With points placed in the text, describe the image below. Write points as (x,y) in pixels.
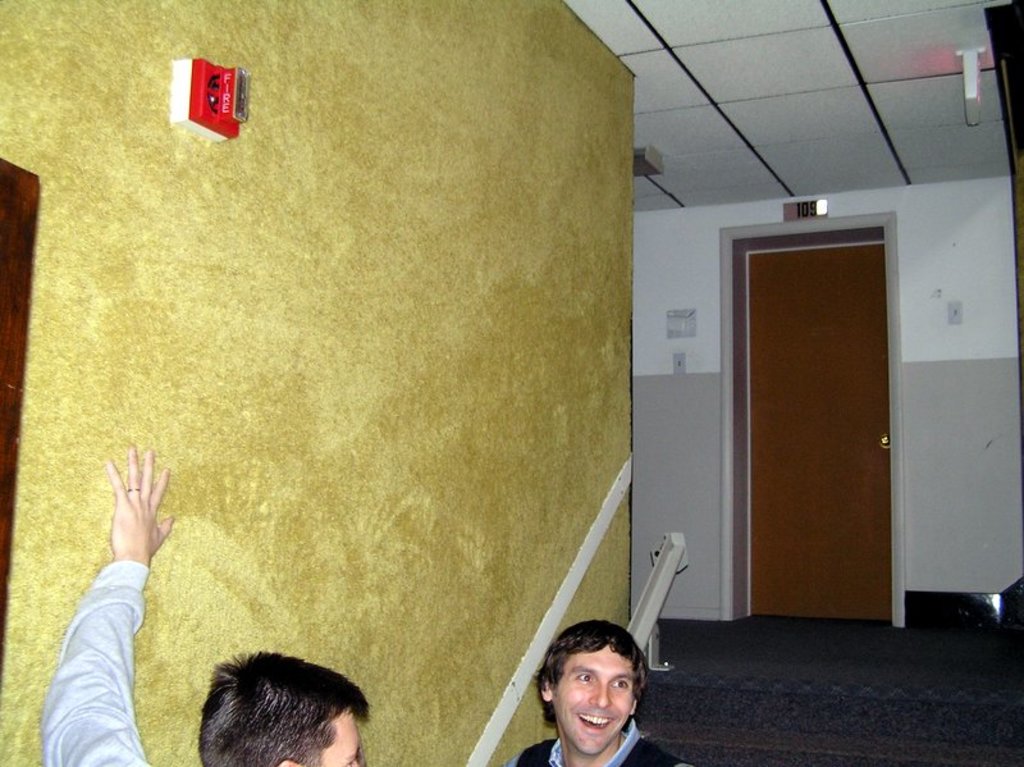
This image is taken indoors. At the bottom of the image (301,701) there are two boys (321,697) and there is a staircase (821,728). In the middle of the image (644,429) there is a wall (708,398) with a door (809,329) and there is a number board (784,209). At the top of the image (777,79) there is a ceiling (793,113) with a light (960,54). On the left side of the image (246,387) there is a wall (335,314).
